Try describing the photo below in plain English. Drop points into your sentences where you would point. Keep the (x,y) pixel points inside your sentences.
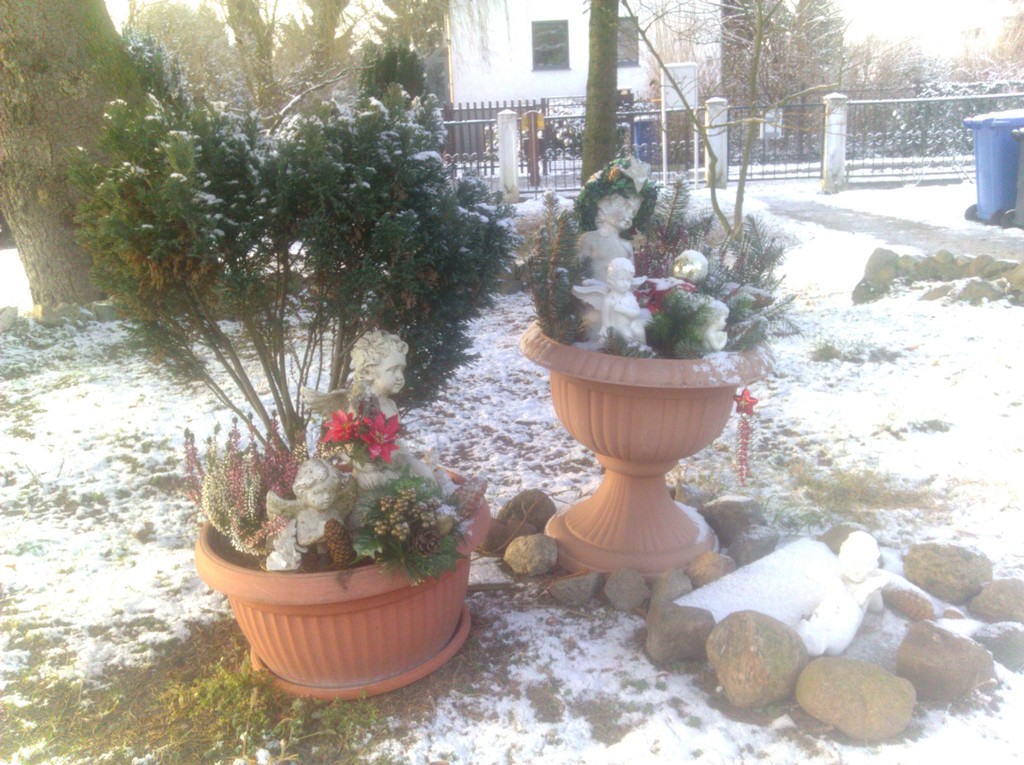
In this picture I can see the plants (213,234) and pots (615,434). On the right (729,308) I can see some statues (635,321), beside that I can see many stones (720,508) and snow (564,674). In the back (578,57) there is a building (550,84). In front of the building (565,69) I can see the gate (659,173) and fencing (757,135). On the right (1001,216) there is a dustbin (1008,172) near to the road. In the top left (192,10) I can see the sky (349,44). In the background (27,169) I can see many trees (591,83).
